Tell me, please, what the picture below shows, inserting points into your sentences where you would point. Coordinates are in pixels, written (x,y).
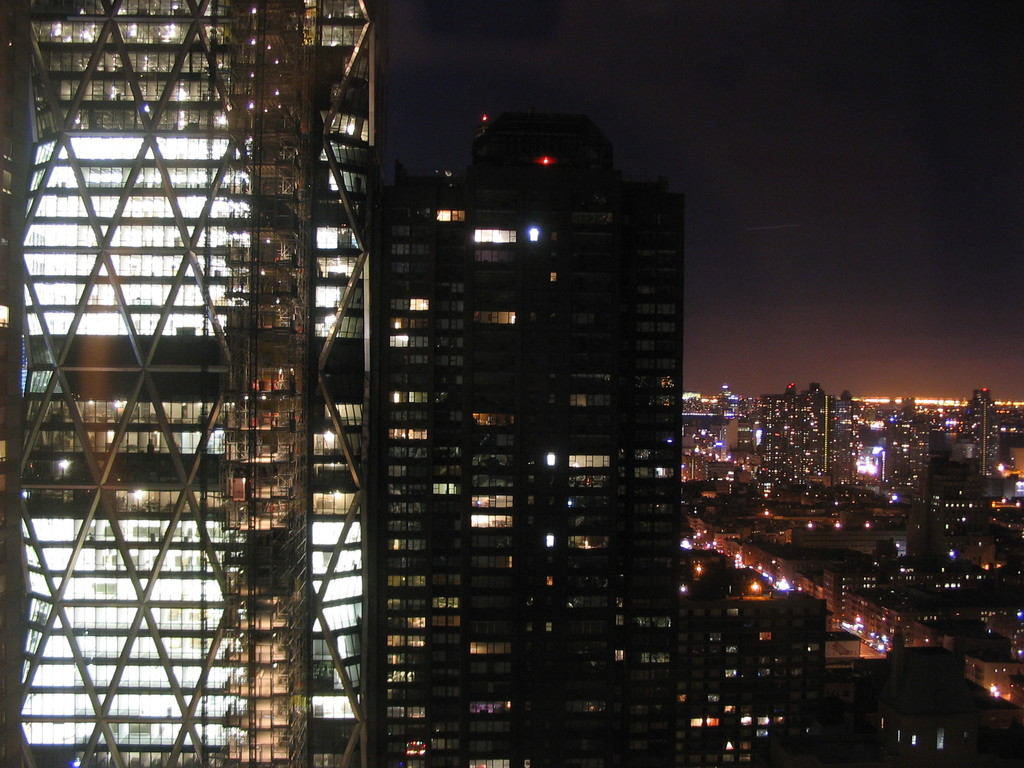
In this picture we can see a group of buildings (458,534), lights (327,526) and we can see sky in the background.
